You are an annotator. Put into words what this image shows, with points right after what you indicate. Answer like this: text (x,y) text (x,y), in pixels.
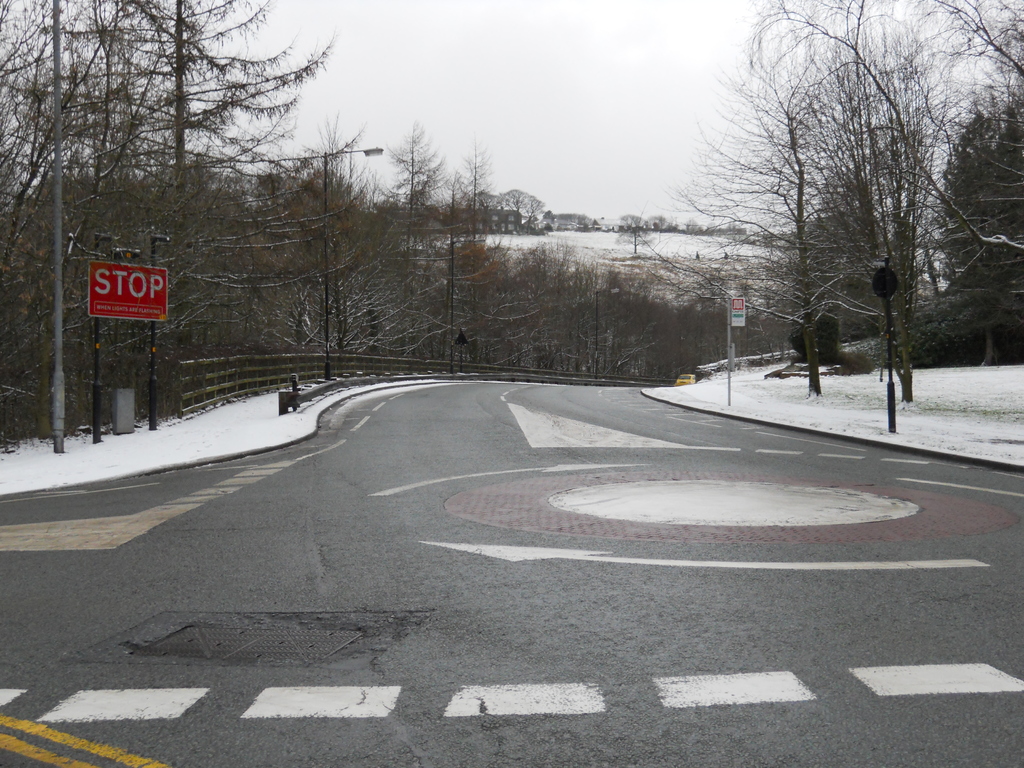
As we can see in the image there are trees (454,271). There is snow (821,404), sign pole (737,307), fence (244,366), street lamp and at the top (622,47) there is sky (622,47).
